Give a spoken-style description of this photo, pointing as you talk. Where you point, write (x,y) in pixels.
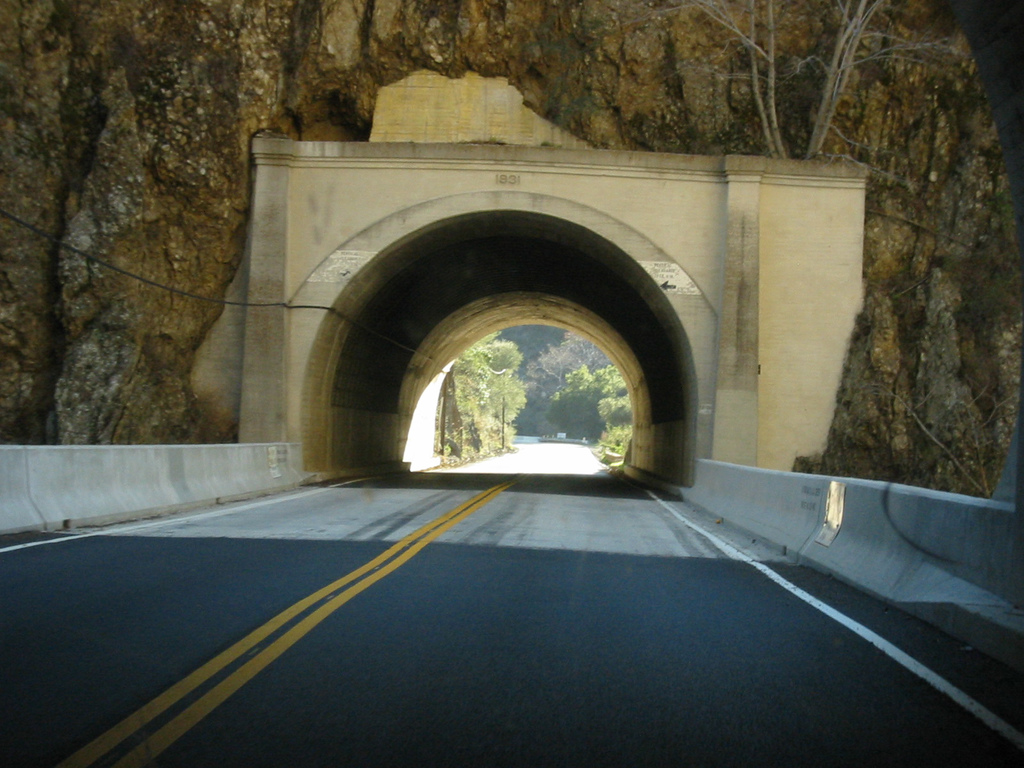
This is an outside view. At the bottom of the image (289,688) I can see the road (415,667) and there is a tunnel (535,206) on the road (343,527). On the top of the tunnel (679,185) I can see a rock (126,149). In the background (478,392) there are some trees (510,378).
